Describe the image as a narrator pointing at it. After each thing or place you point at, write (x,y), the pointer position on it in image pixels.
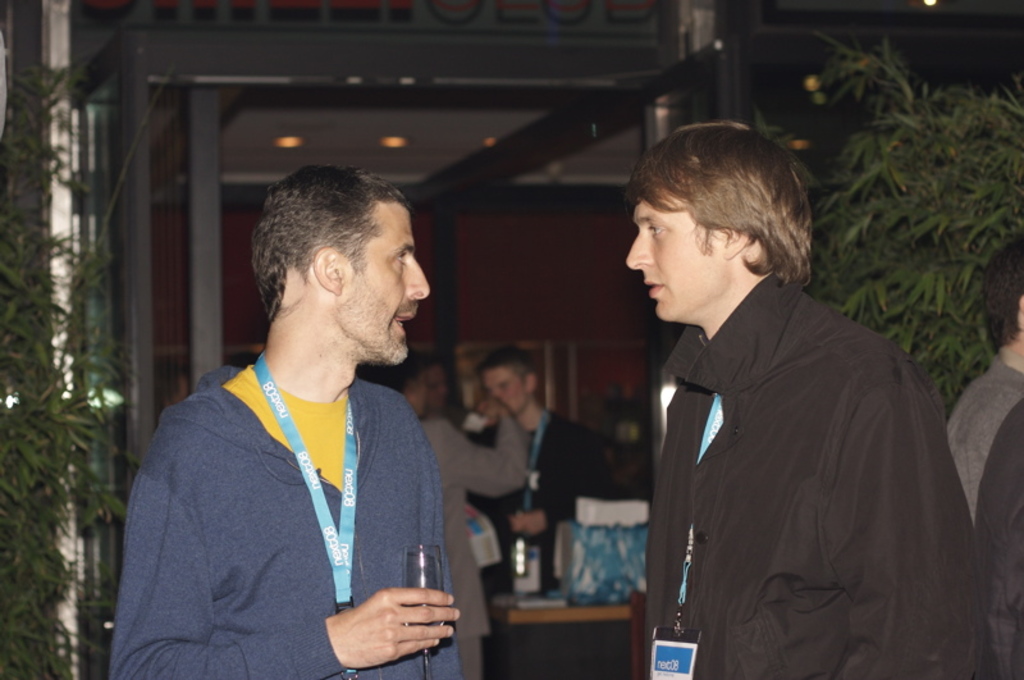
In this image in the foreground (343,340) there are two people (847,557) talking, and one person (375,543) is holding a glass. And in the background (513,475) there are group of people (546,486) and some bags (482,551), table (561,612) and objects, wall (566,266) and some poles (206,250). And in the foreground (792,183) we could see some plants (3,439) and one person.
